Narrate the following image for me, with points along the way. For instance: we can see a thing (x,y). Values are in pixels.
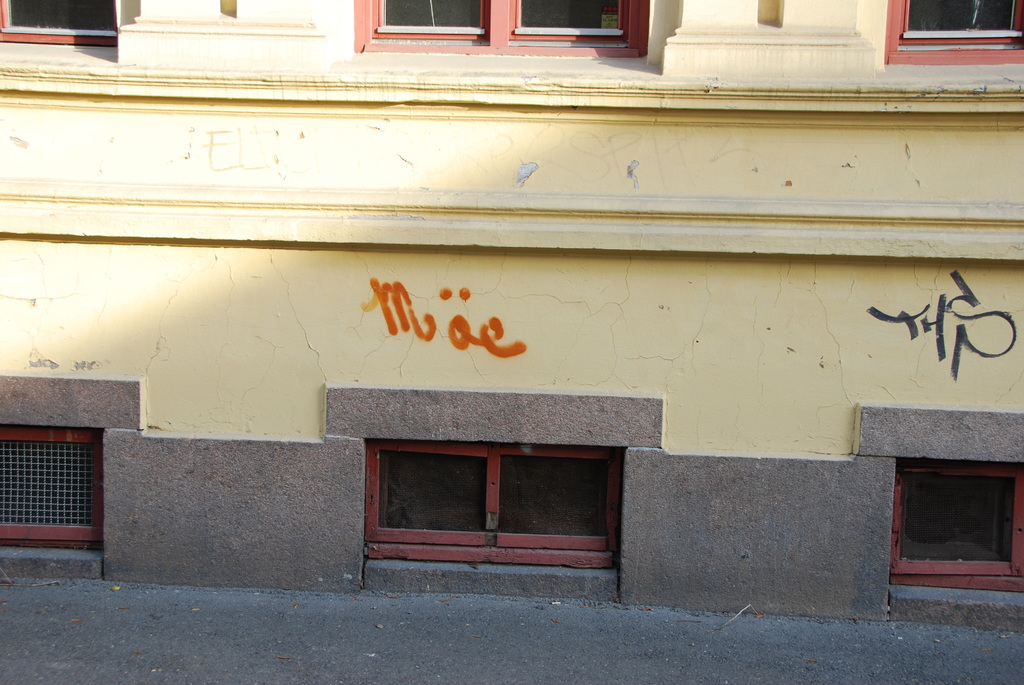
In this image I can see the building (251,187) in yellow color and I can also see few glass windows (24,38).
